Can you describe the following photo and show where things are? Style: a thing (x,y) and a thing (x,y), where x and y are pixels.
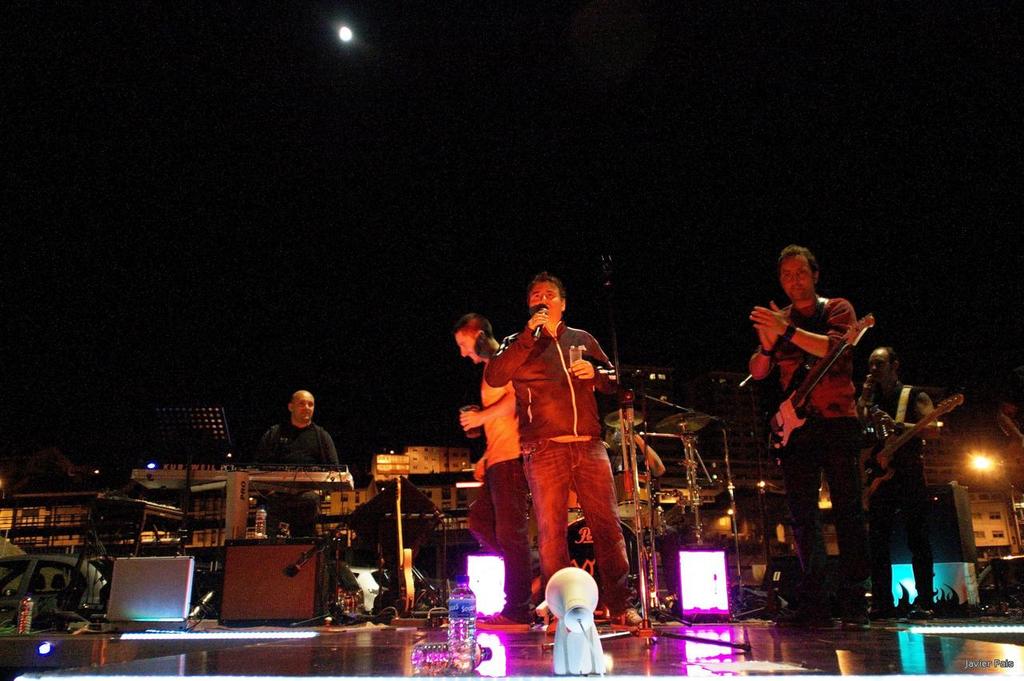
Pictures of people (545,523) singing and some of them are playing the musical instruments (283,466).
